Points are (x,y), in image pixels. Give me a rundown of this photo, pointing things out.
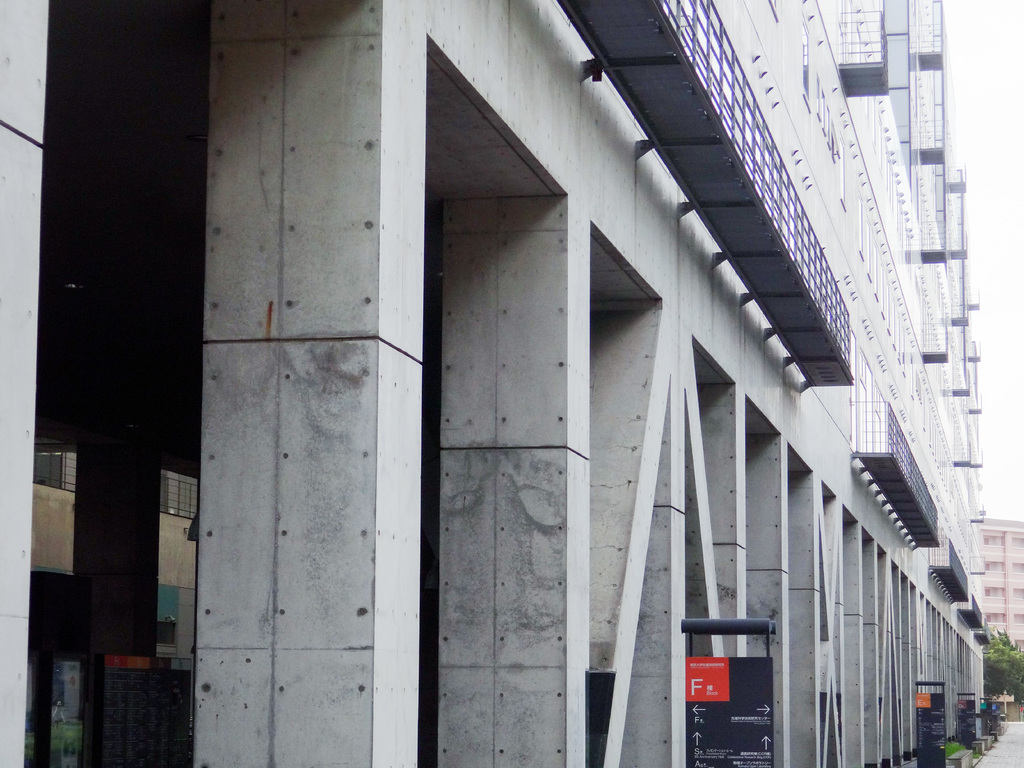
In this image there are some buildings (700,541) as we can see in middle of this image (680,498) and there are some trees (995,668) at bottom right corner of this image (1002,681) and there is a sky (987,210) at right side of this image (989,151).
